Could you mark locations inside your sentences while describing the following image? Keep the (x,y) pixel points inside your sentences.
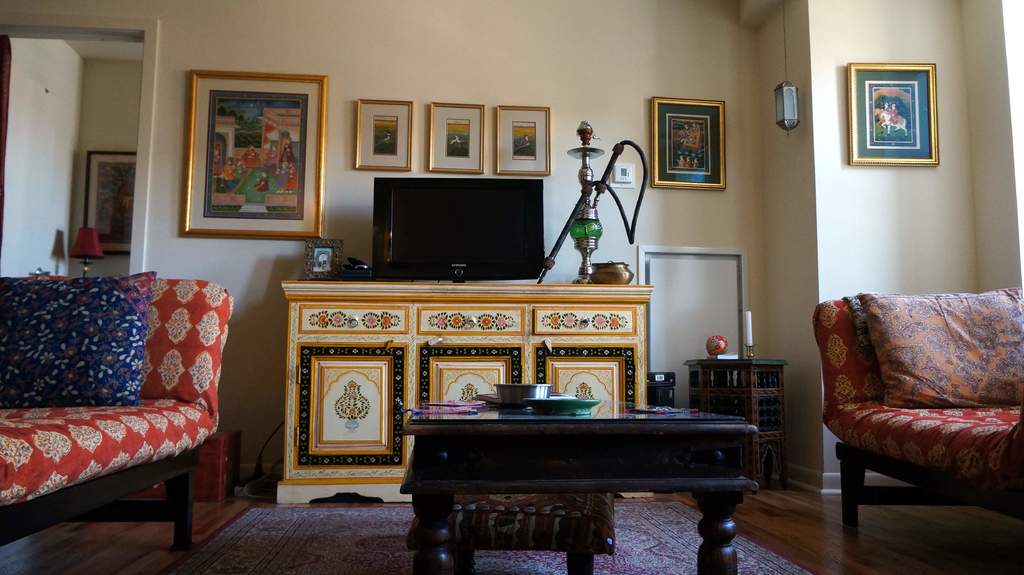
This image is taken inside the room (485,338). At the right side (945,399) there is a sofa (967,409) with a cushion (975,370) on it. In the center (465,260) there is a center table (565,416) with the bowl (537,402) on it and monitor (457,246) on the table (496,300), there is one pot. On the left side (89,429) there is a bench (76,448) with a cushion (72,371) on it. In the background (245,226) on the wall (439,40) there are frames (378,132) hanging, a light (787,103) hanging on the left side (85,237) there is a lamp (88,249) red in colour.
